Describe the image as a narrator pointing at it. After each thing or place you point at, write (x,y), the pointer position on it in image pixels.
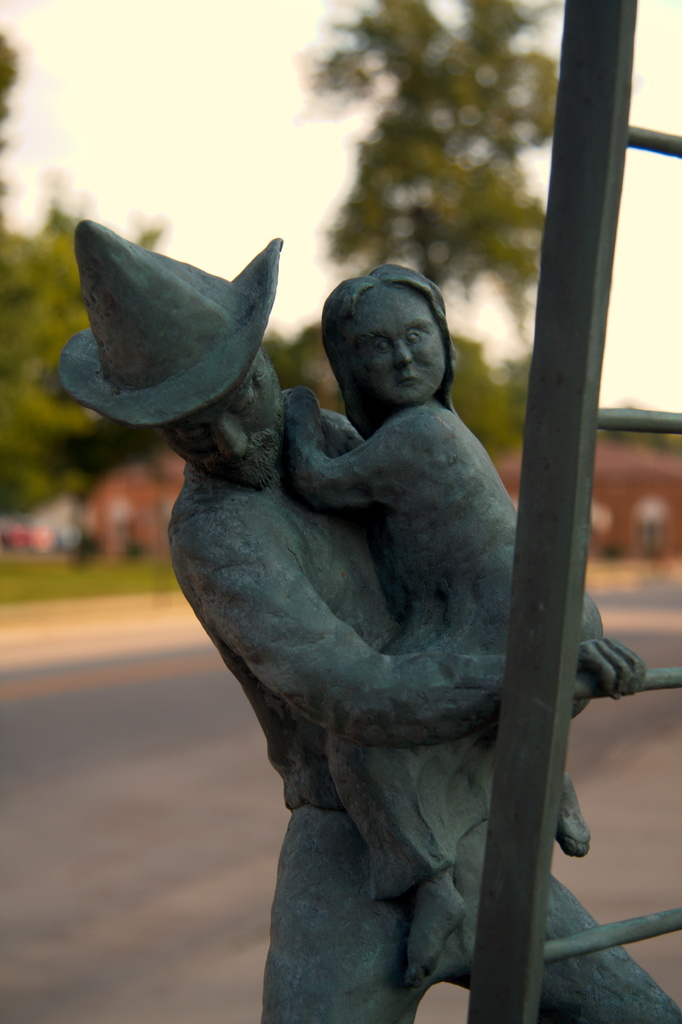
In this image in the front (477,573) there are statues (372,632) and there is a ladder (567,481). In the background (70,585) there is grass (97,574) on the ground (96,574), there are trees (48,265) and there is a building (628,496) which is red in colour.
